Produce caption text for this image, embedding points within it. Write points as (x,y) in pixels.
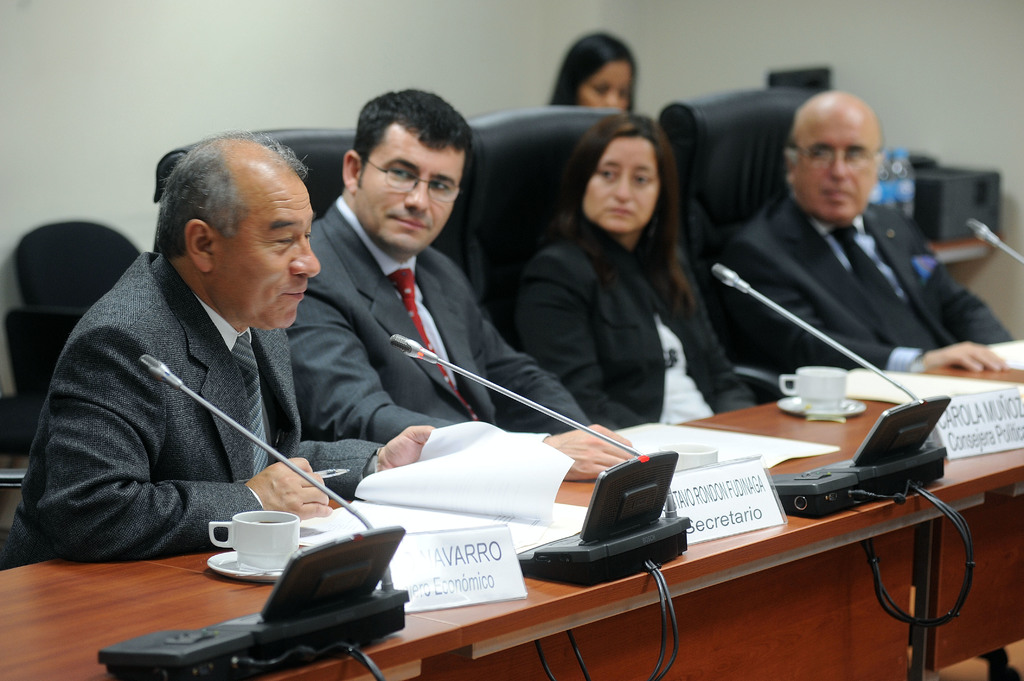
The picture is taken in a conference. In the foreground of the picture (497,532) there are mics (717,269), papers (715,443), cups (820,385), name plates (441,568), cables (374,665) and desks (159,589) and electronic gadgets (822,480). In the center of the picture (465,286) there are people (343,330) sitting in chairs (698,130). In the background (84,235) there are chairs (70,248), a woman (598,78), desk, water bottles (911,177) and other objects (945,197).
